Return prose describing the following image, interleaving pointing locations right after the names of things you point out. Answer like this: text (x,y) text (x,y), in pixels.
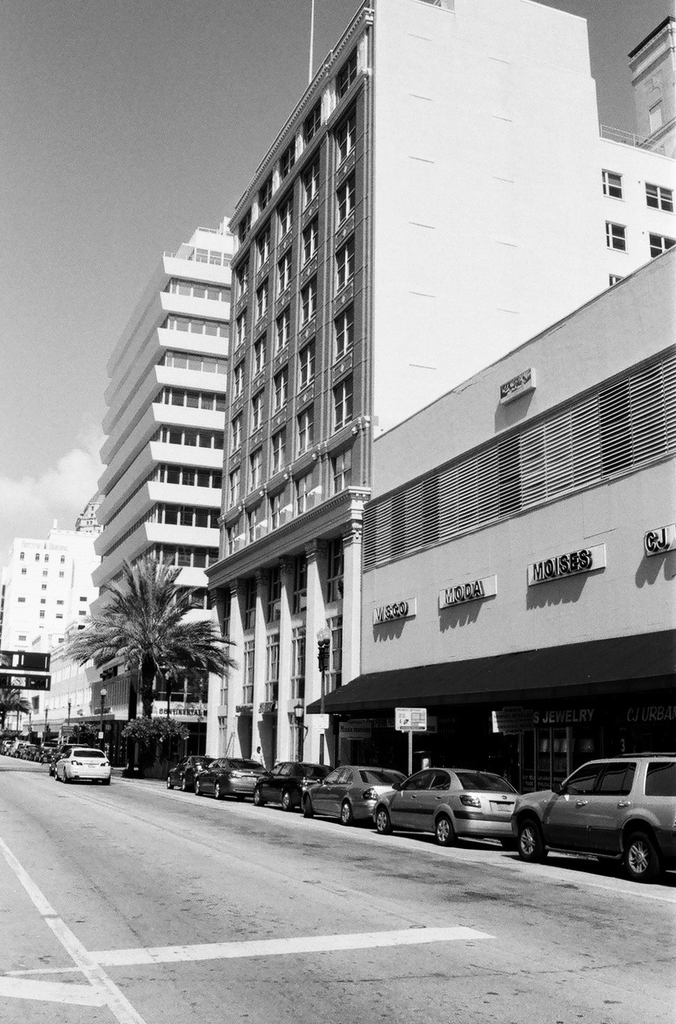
In this image there are some buildings (356,417) and trees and some boards (28,667), at the bottom (145,868) there is a road (334,930). On the road (44,892) there are some cars (284,774) and on the left side (21,667) there are two boards (41,657), on the top of the image (113,198) there is sky (91,195).
